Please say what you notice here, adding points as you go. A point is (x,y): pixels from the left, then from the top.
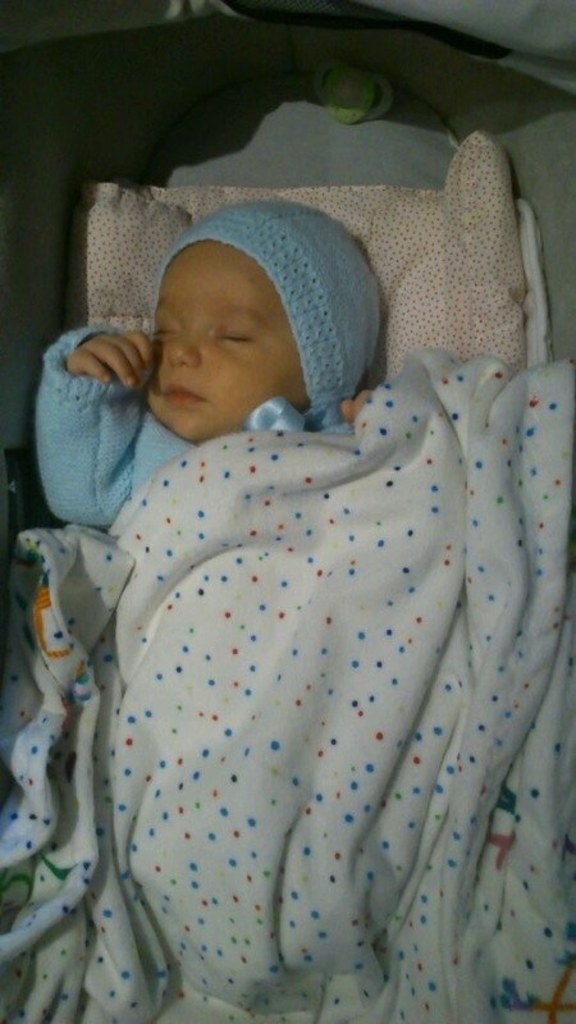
We can see a kid (267,385) is sleeping on a cloth (447,258) on a bed (554,184) and there is an object (334,108) on the bed (303,103) and there is a cloth (270,448) on the kid (213,388).
